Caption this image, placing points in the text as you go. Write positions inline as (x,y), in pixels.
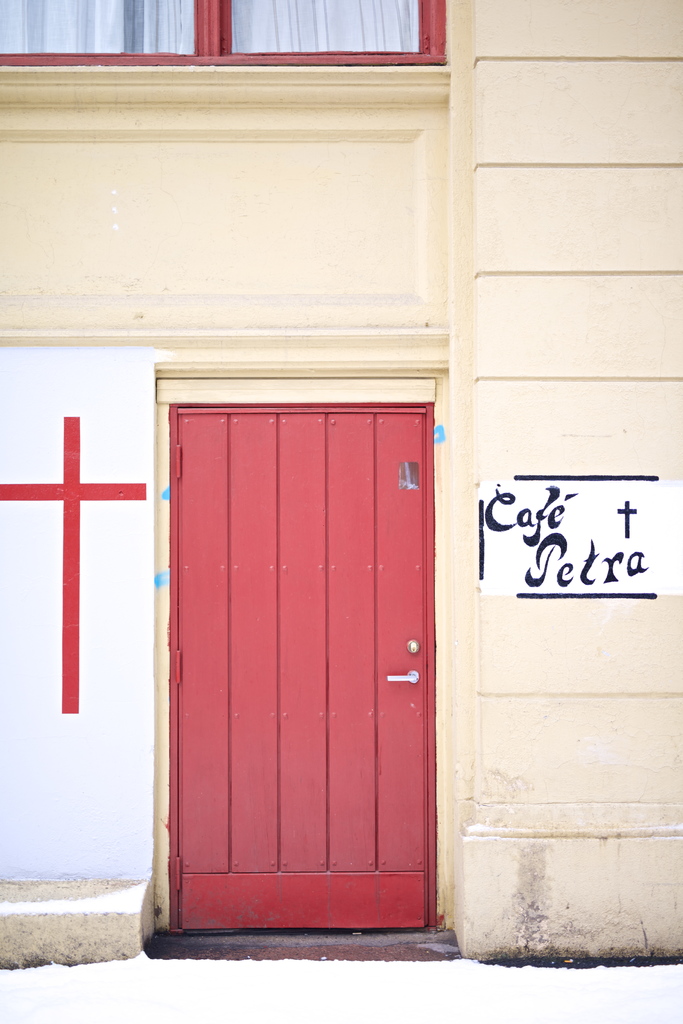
In this picture I can see the door (330,610). I can see the text (560,586) on the wall (592,552) on the right side (588,554). I can see the painting (75,596) on the wall (83,577) on the left side (66,607).
